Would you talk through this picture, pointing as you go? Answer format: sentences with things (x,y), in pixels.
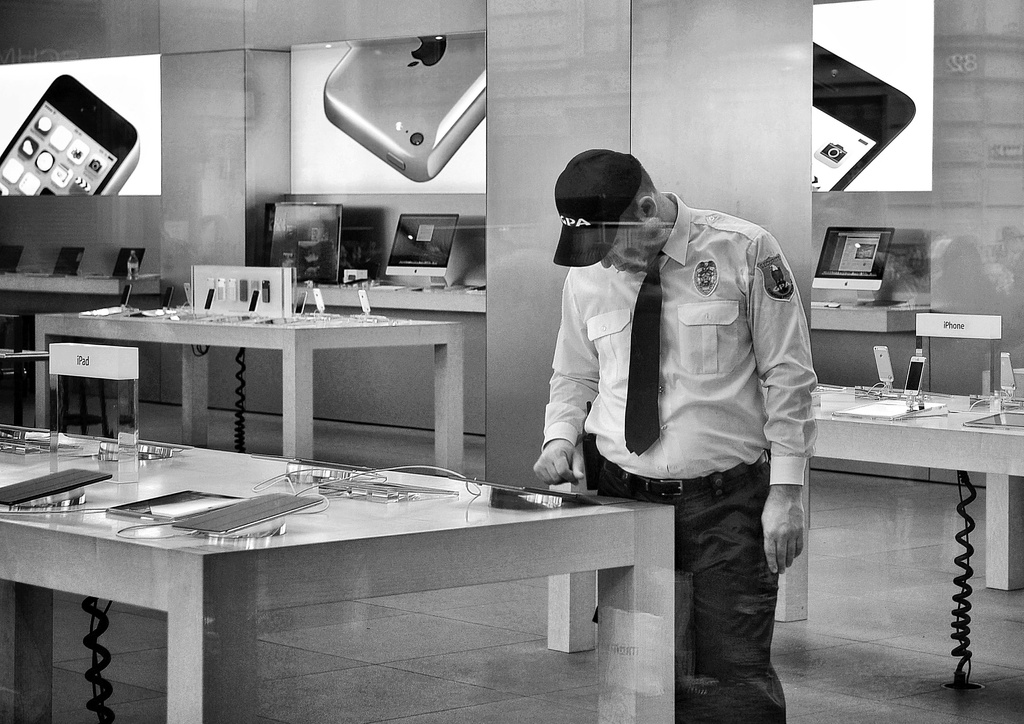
This is completely a black and white picture. On the background (381,104) we can see mobile phone screens (68,153). On the table (387,303) we can see few screens (287,221) and laptops (122,251). Here we can see mobile (367,299) which are displayed on the table (449,324). We can see one man (747,518) standing in front of a table (667,622) here. We can see all gadgets (280,503) on the table (30,461). This is a floor (365,669).
